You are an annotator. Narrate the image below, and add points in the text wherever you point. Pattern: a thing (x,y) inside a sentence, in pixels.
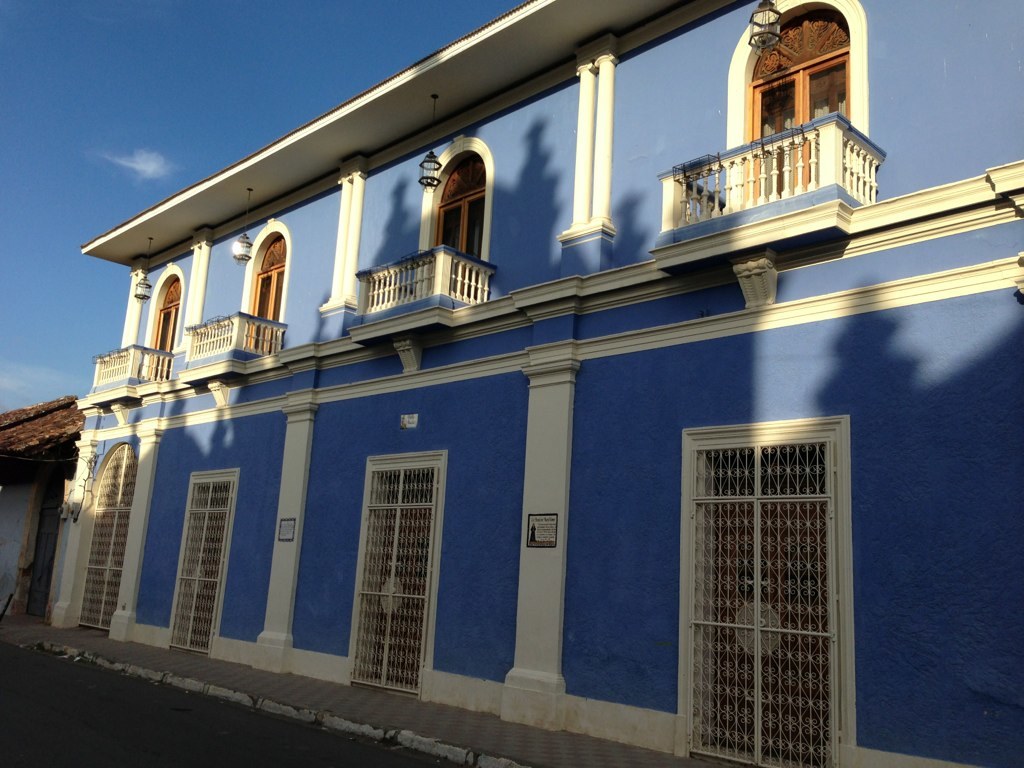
This image contains blue colour building (519,476) having few lamps (240,242) hanged from the roof (409,109). Beside it there is a house (41,547). Left bottom there is a road (123,730), beside there is a pavement (235,674). Top of image (159,129) there is sky (130,64).
